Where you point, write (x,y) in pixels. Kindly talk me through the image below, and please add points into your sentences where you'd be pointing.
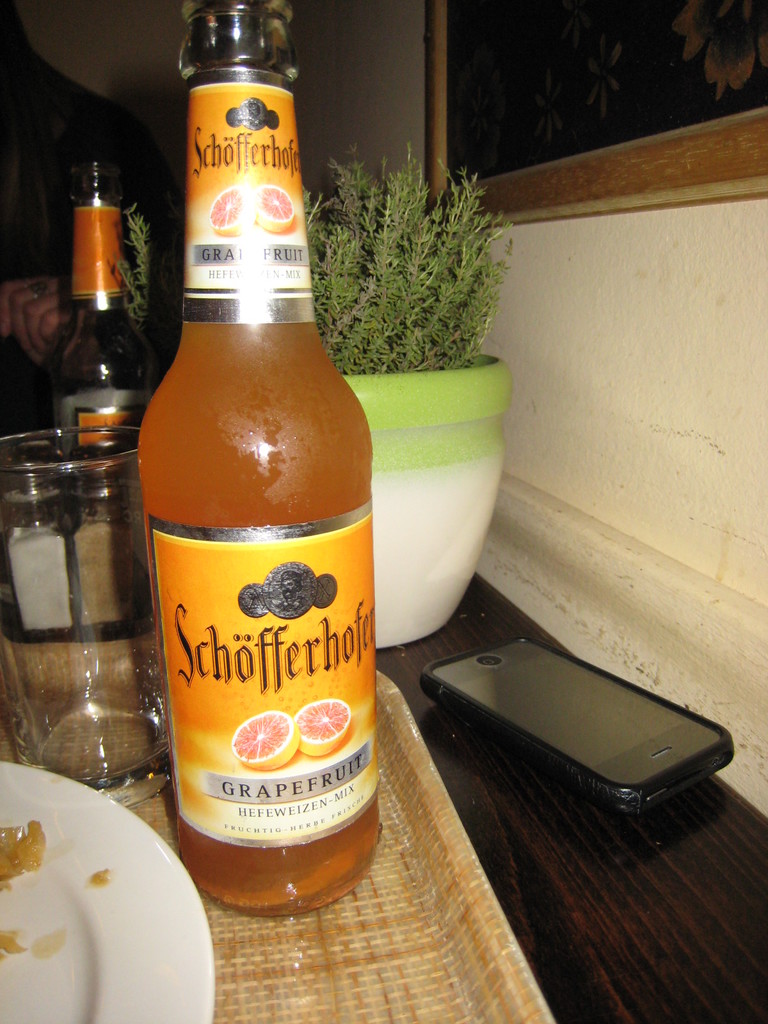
There is a table (408,670). There is a plate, beer bottle (303,494), flower pot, jar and mobile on a table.
